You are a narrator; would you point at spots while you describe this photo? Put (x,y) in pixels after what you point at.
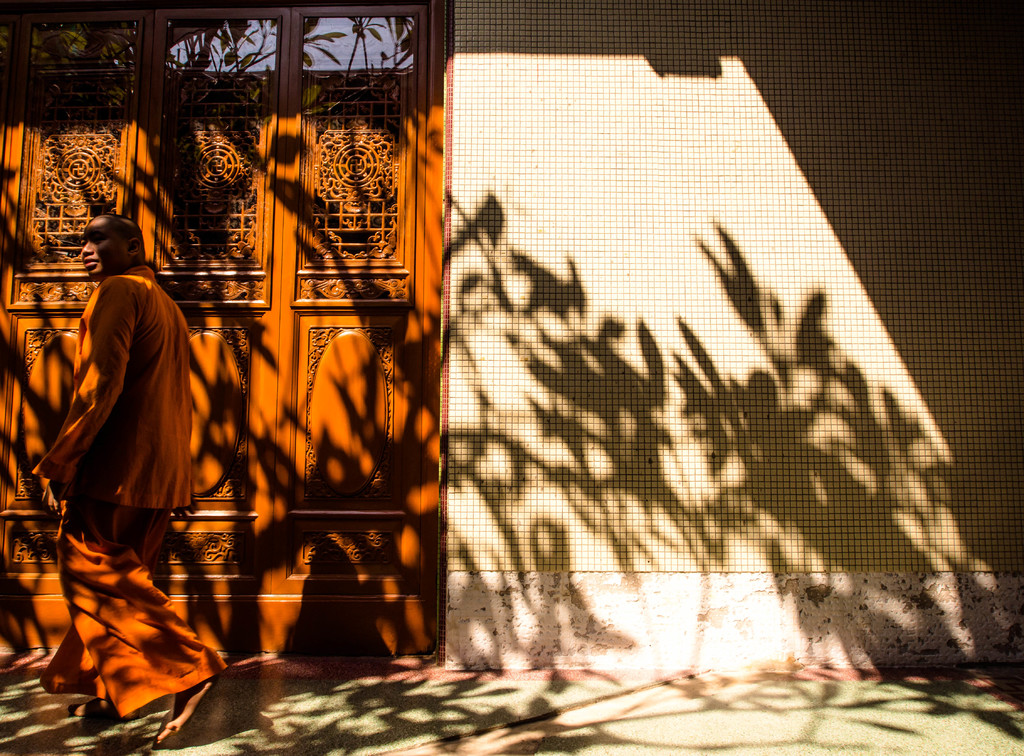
In this image, on the left (175,458) there is a man (90,499), he is walking. In the background (435,435) there are windows (316,436), glasses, wall (547,309). At the bottom (607,737) there is a road (625,706).
